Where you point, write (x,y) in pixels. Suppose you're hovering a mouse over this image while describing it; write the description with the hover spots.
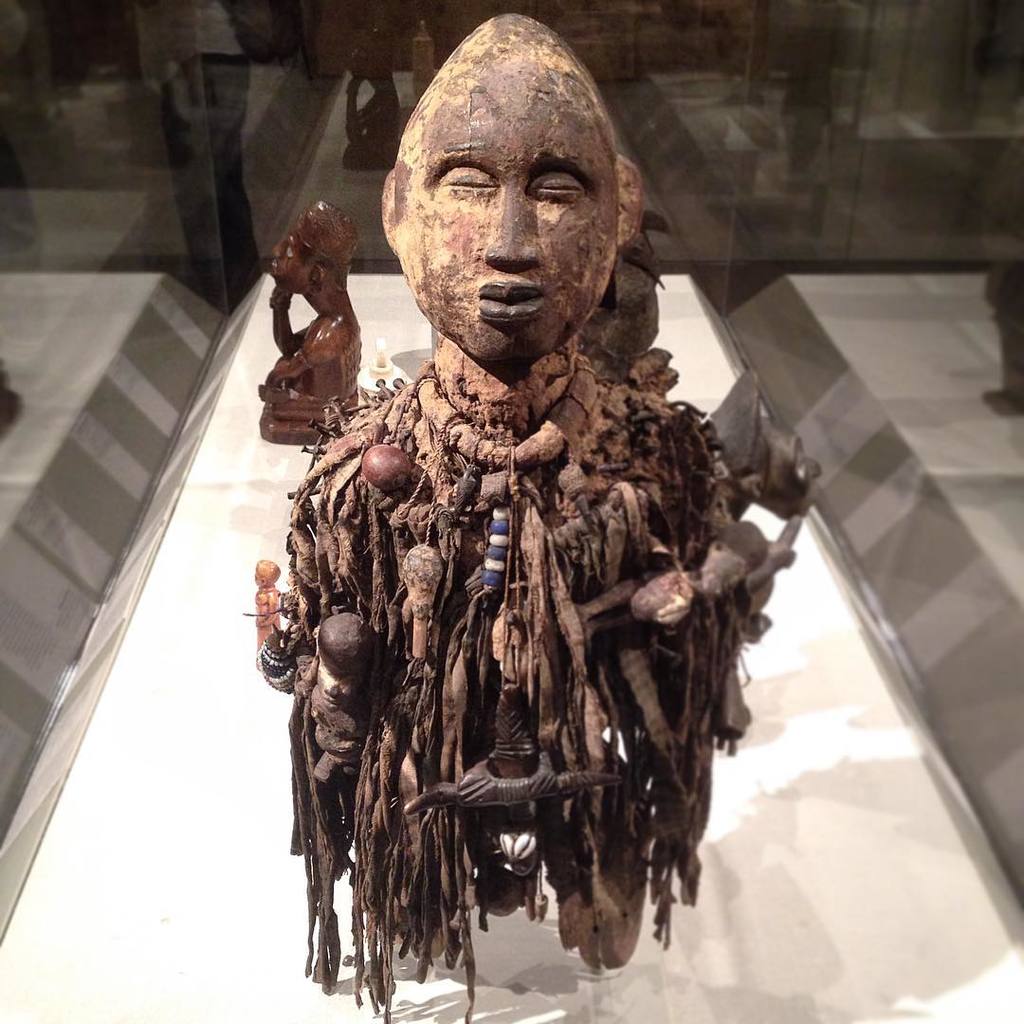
There are sculptures (339,267) on a white platform (737,879). On the sculpture (474,584) there are some items (489,558). In the background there is a glass wall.
